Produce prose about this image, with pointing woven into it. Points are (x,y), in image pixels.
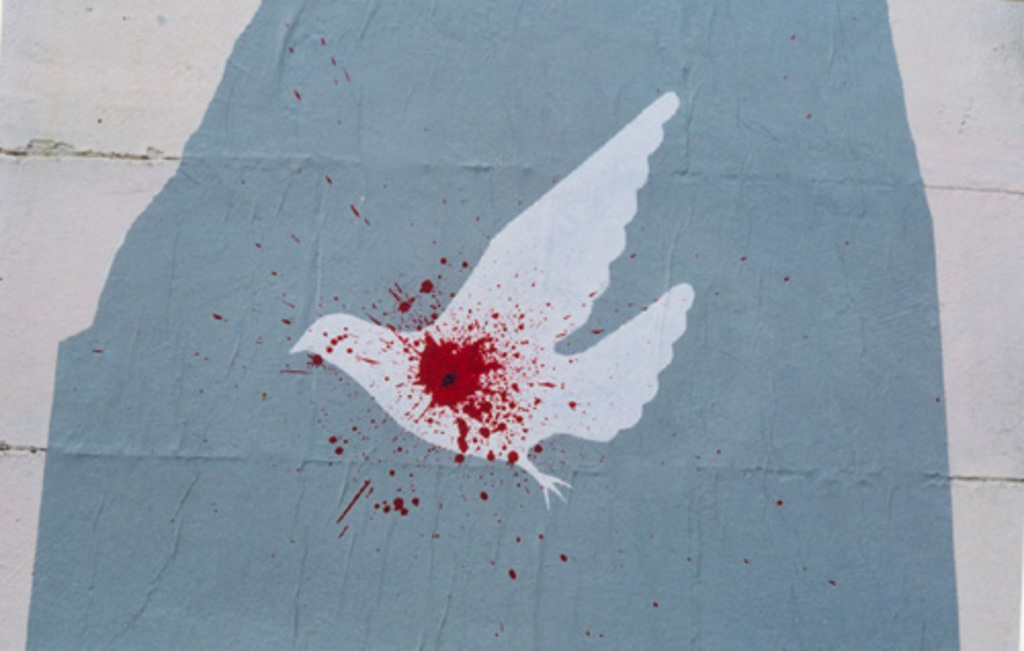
In this picture I can see a painting (476,345) of a bird (450,348) with the blood marks (453,349), on the wall (650,300).
